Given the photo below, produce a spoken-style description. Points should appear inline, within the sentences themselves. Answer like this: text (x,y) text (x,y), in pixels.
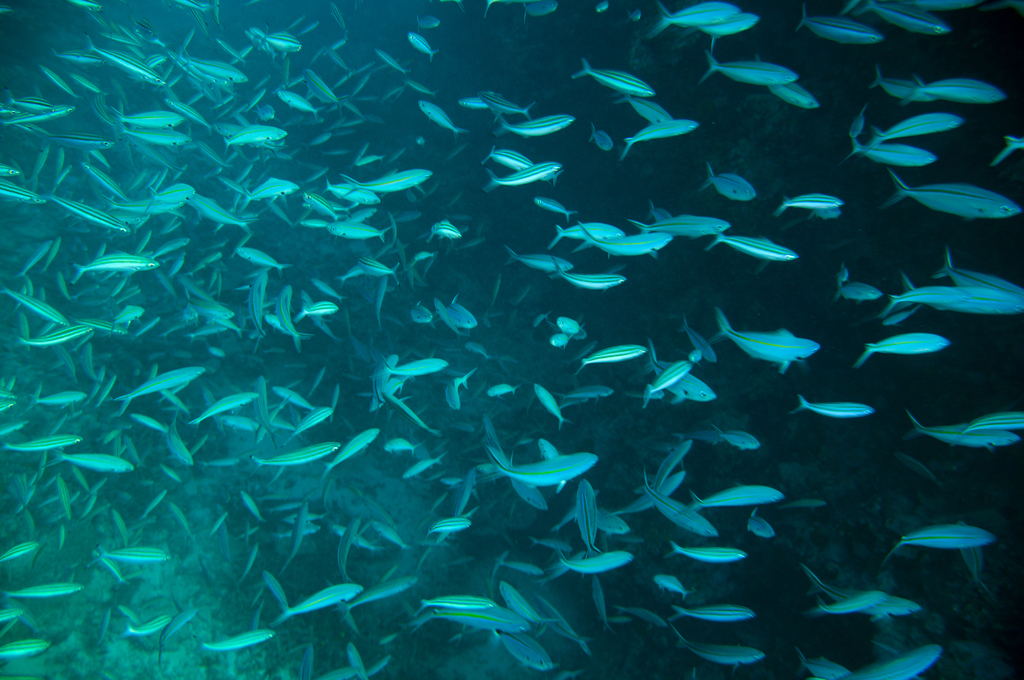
In this picture we can see the fishes (358,232) in the water (548,148).
